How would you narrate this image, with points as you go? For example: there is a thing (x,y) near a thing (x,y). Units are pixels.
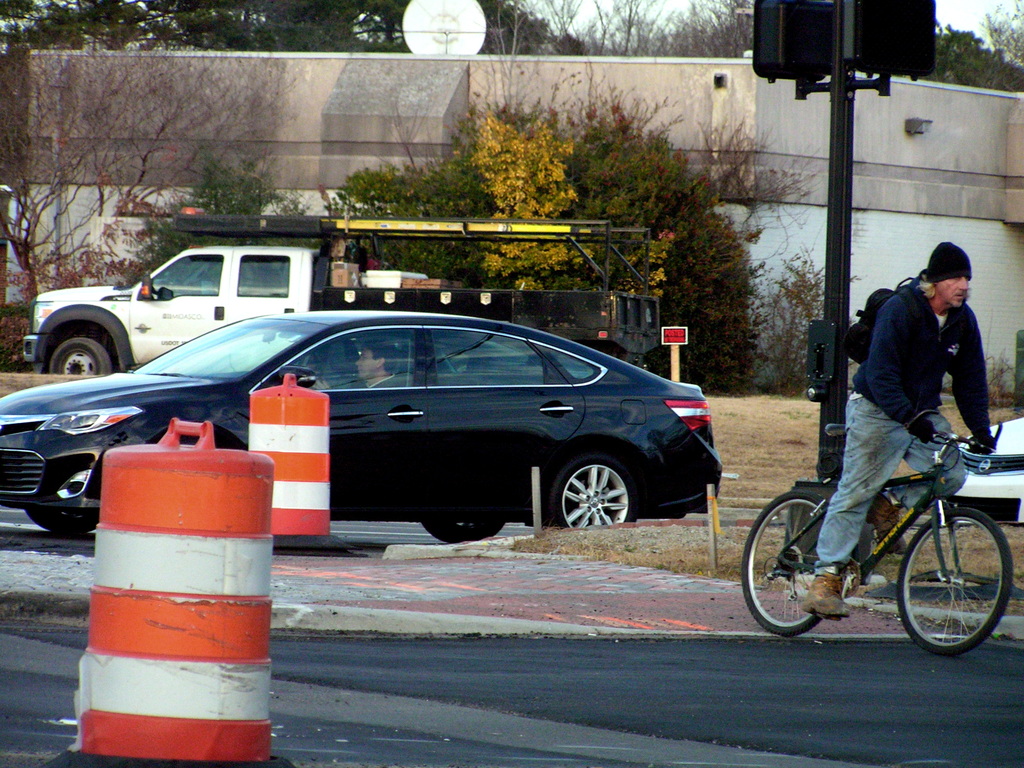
The person (914,344) in the right (920,372) is riding a bicycle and there are cars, truck (267,252), trees (441,189) and a building (310,105) in the background (269,104).
